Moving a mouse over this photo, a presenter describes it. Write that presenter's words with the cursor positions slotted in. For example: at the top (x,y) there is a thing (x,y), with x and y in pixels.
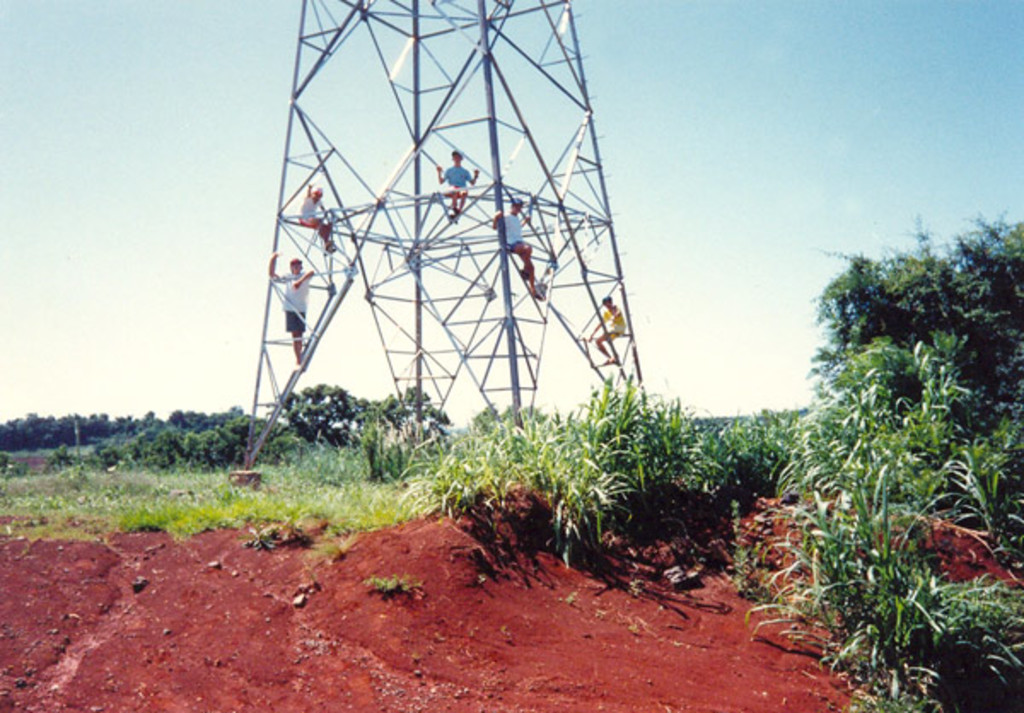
In this image we can see a tower (456,343), on the tower (437,301), we can see a few people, there are some trees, plants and grass (18,526) on the ground (42,467), in the background (374,116), we can see the sky (377,103).
